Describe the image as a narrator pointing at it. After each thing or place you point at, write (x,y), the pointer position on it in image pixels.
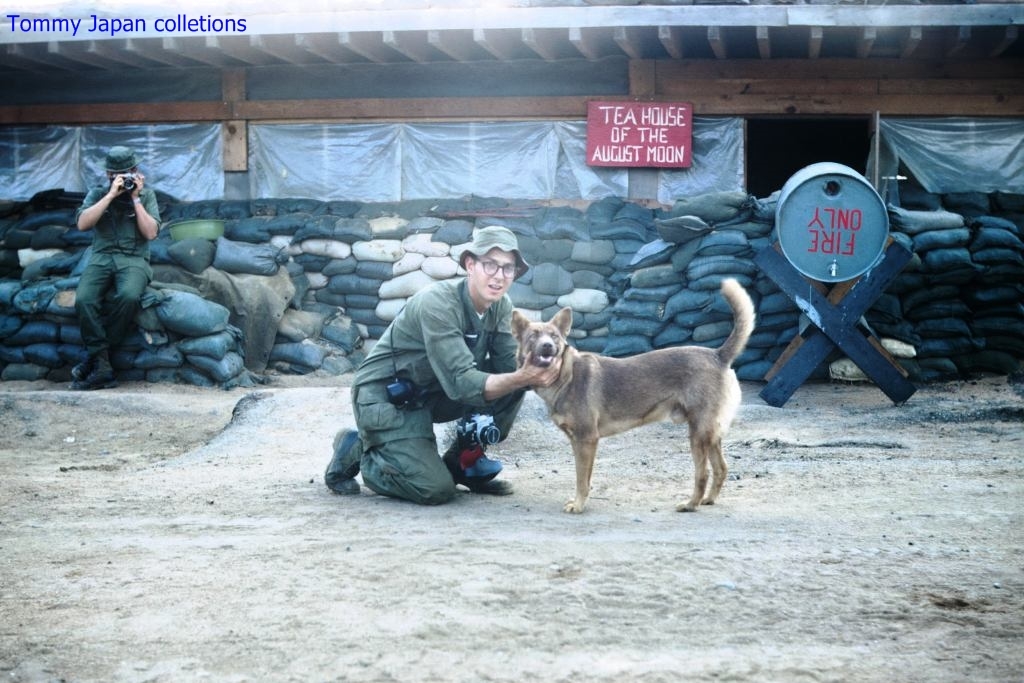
In the picture we can see a man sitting and holding the dog (729,354). A man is wearing a uniform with black shoe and hat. In the background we can see some bags (941,292) and one more person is sitting on the bags (56,258) and holding a camera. And we can also see the board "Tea house of august moon" and fire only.
